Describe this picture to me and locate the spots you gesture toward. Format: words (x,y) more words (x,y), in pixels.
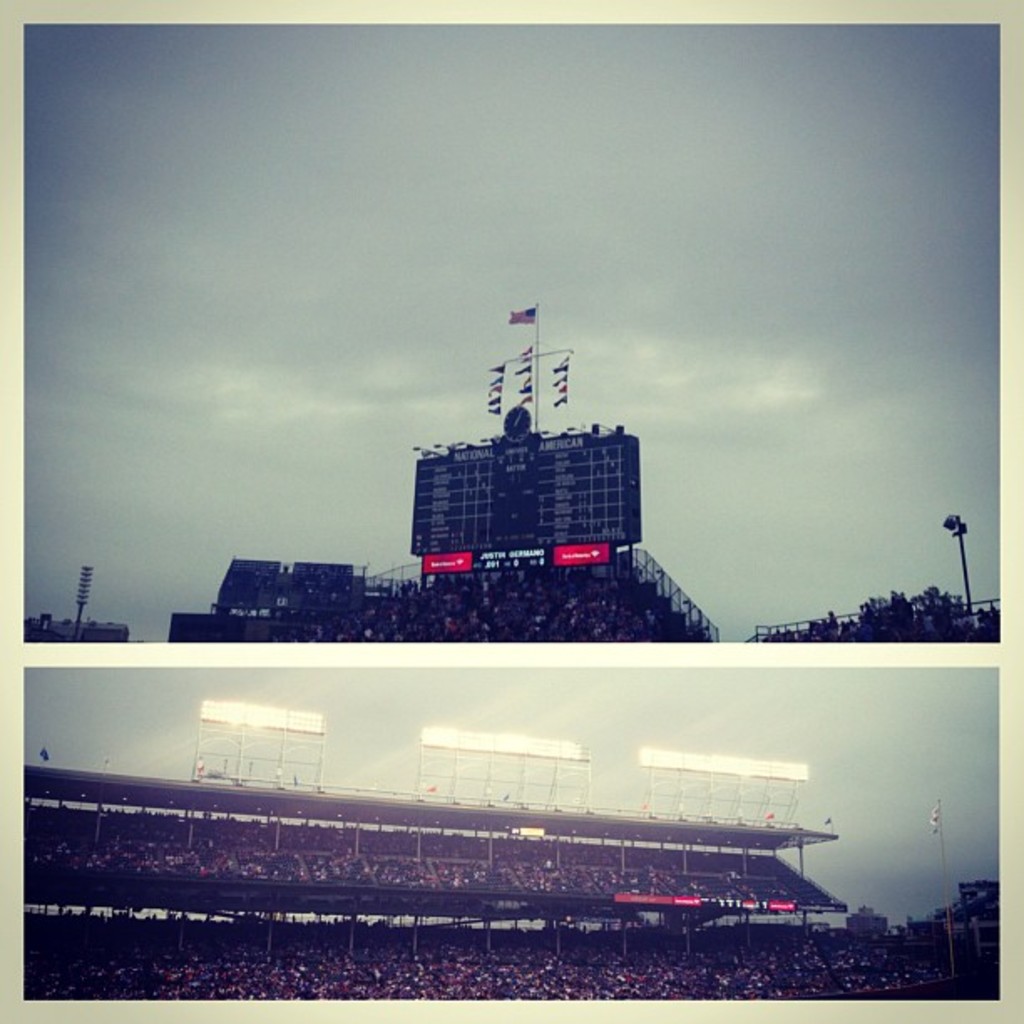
This is the collage image of two pictures. The image which is at the top (505,328) there are boards (471,558) with some text (505,566) written on it and there are flags (497,400), poles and trees (870,605) and there are buildings (334,592) and the sky (596,343) is cloudy and the image which is at the bottom (672,955), there are persons (558,964), lights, boards (783,908) and there is a flag (938,826) and the sky (829,767) is cloudy.
